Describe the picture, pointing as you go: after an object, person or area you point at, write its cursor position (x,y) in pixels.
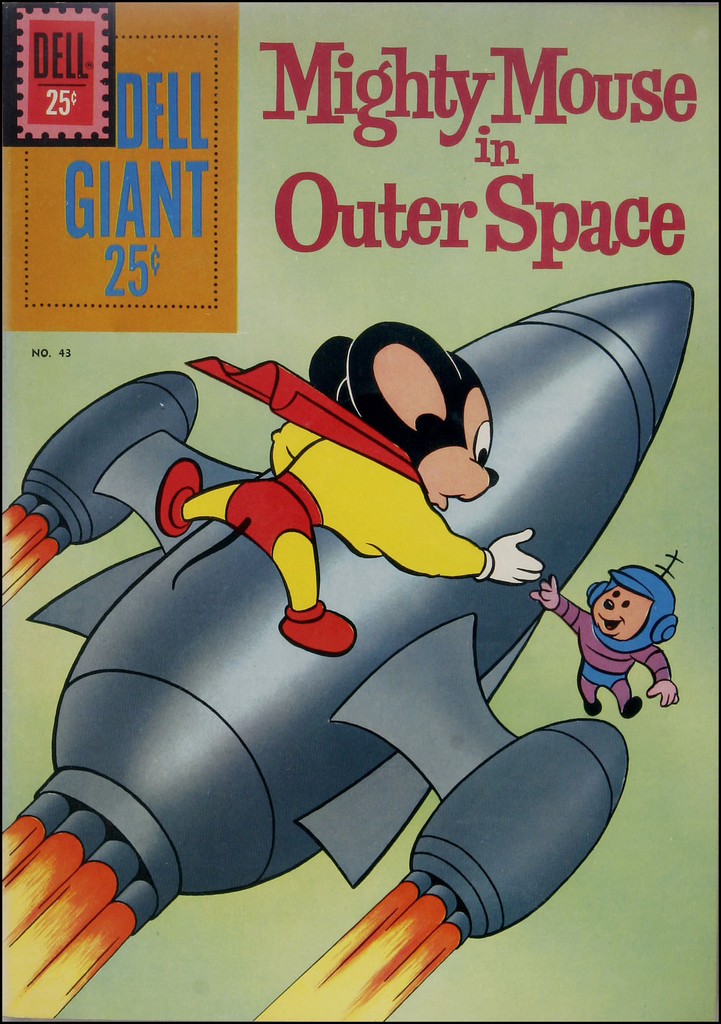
In this image we can see the cartoon picture of mice (408,520) and a rocket (369,667). At the top of the image (87,171) there is text (341,222).
